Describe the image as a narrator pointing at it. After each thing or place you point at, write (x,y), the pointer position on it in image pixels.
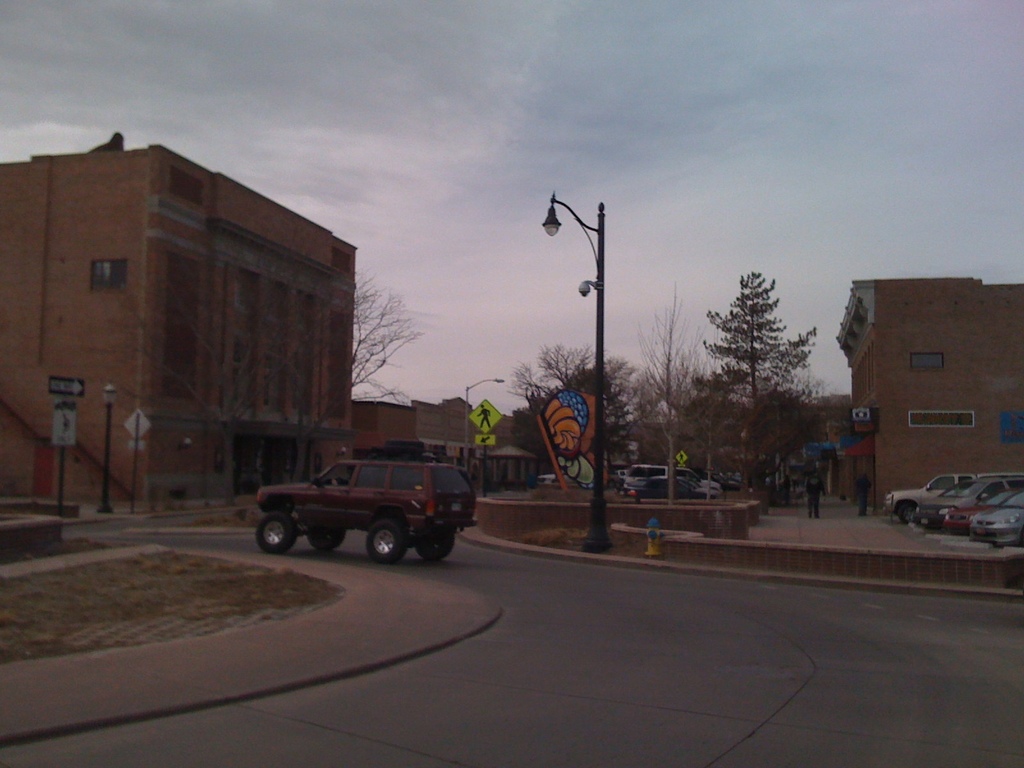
In this picture we see buildings (326,387), parked vehicles (940,515) and cloudy sky (692,141) and a street pole light (600,239) and a car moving on the road (254,542) and few trees (785,356) around.
